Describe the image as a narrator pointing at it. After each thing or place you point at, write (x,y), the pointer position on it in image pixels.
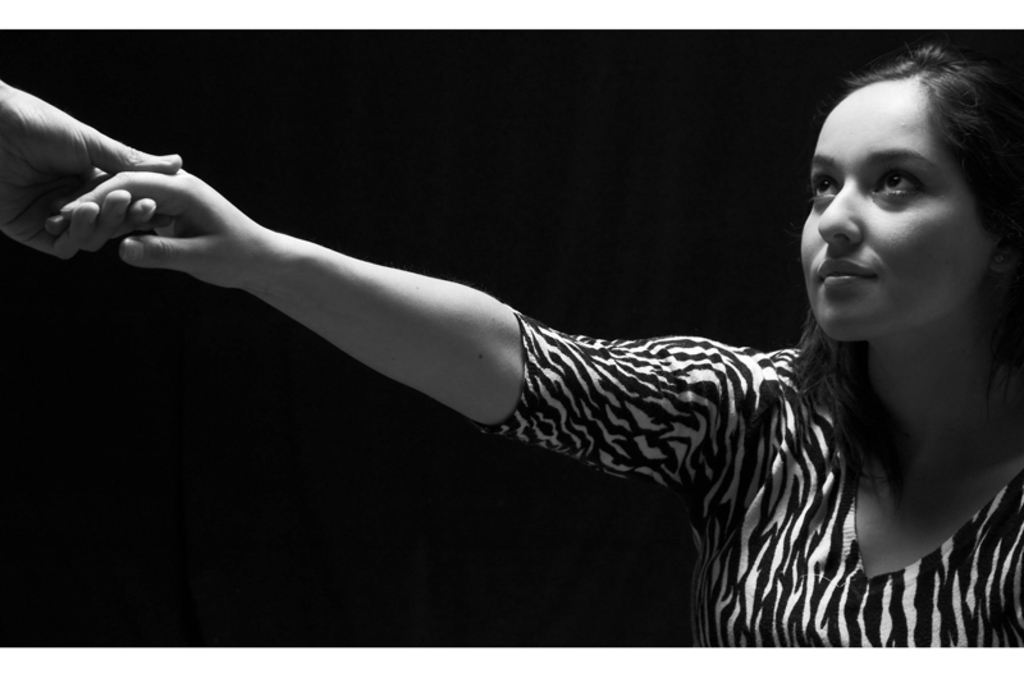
In the image we can see black and white picture of a woman (712,456) wearing clothes (703,406) and here we can see the hand (28,147) of another person (37,168), and the background (33,251) is blurred.
